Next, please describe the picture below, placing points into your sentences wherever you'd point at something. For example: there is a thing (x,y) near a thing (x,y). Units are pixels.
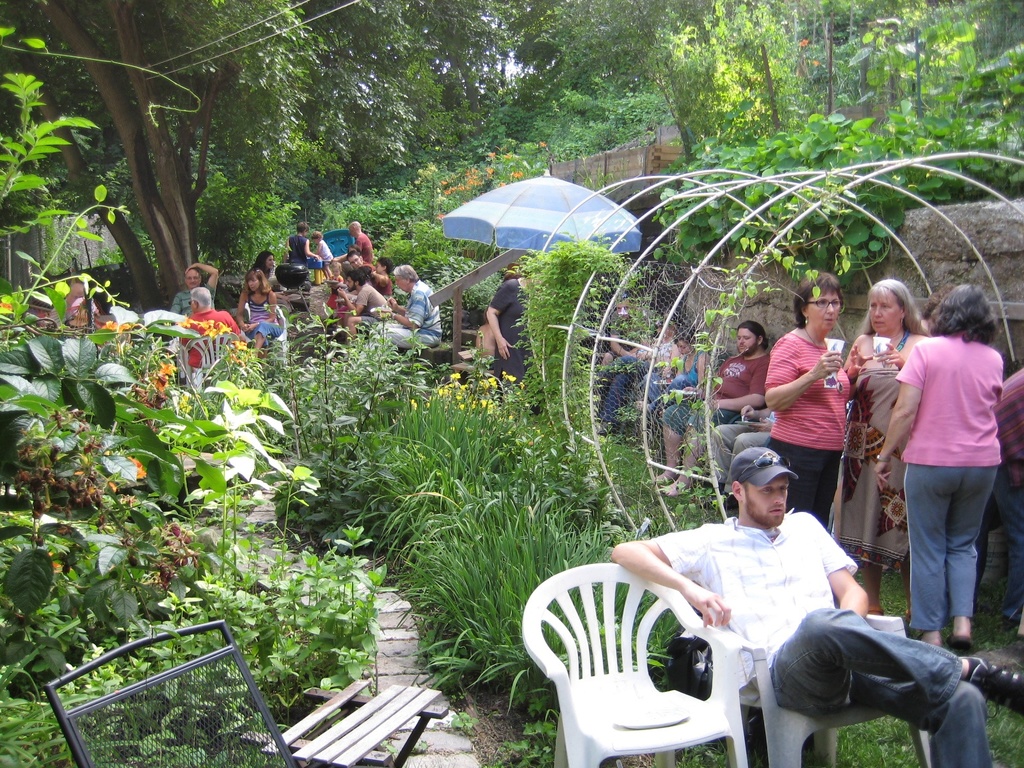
In this image I see number of people (985,315), in which few of them are sitting and rest of them are standing. I can also see there are lots of plants (22,510) and trees (245,39).
